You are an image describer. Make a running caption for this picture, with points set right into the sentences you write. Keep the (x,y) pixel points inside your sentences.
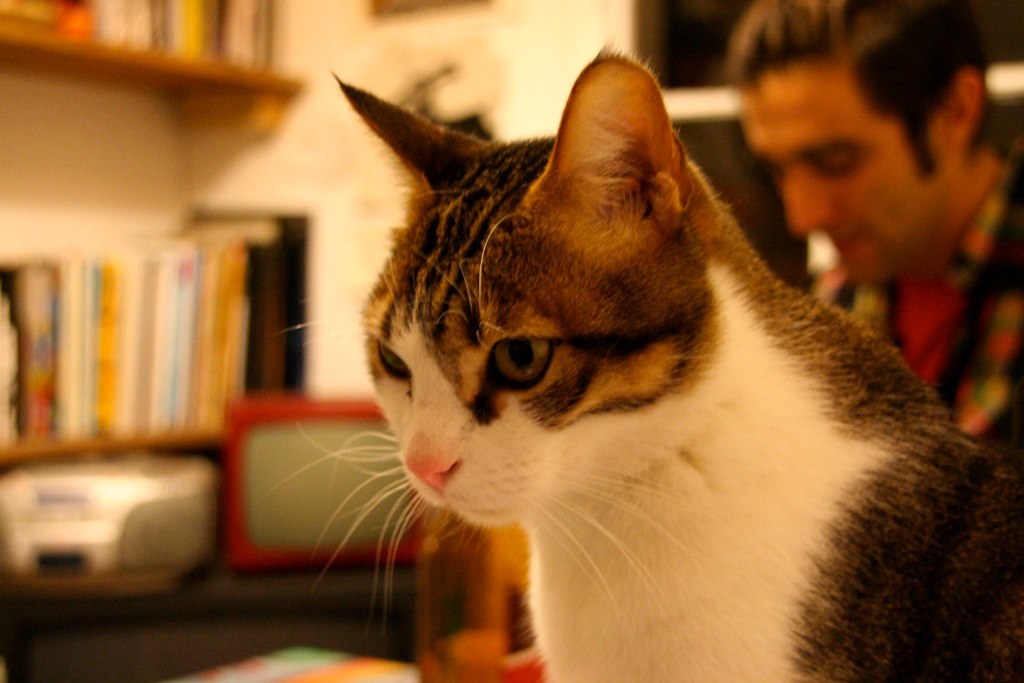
This picture is clicked inside the room (5,74). On the right corner (918,219) we can see a person (899,301) and a cat (701,383). In the background (198,585) we can see the cabinets (128,77) containing many number of books (184,356) and many other object (410,549).
